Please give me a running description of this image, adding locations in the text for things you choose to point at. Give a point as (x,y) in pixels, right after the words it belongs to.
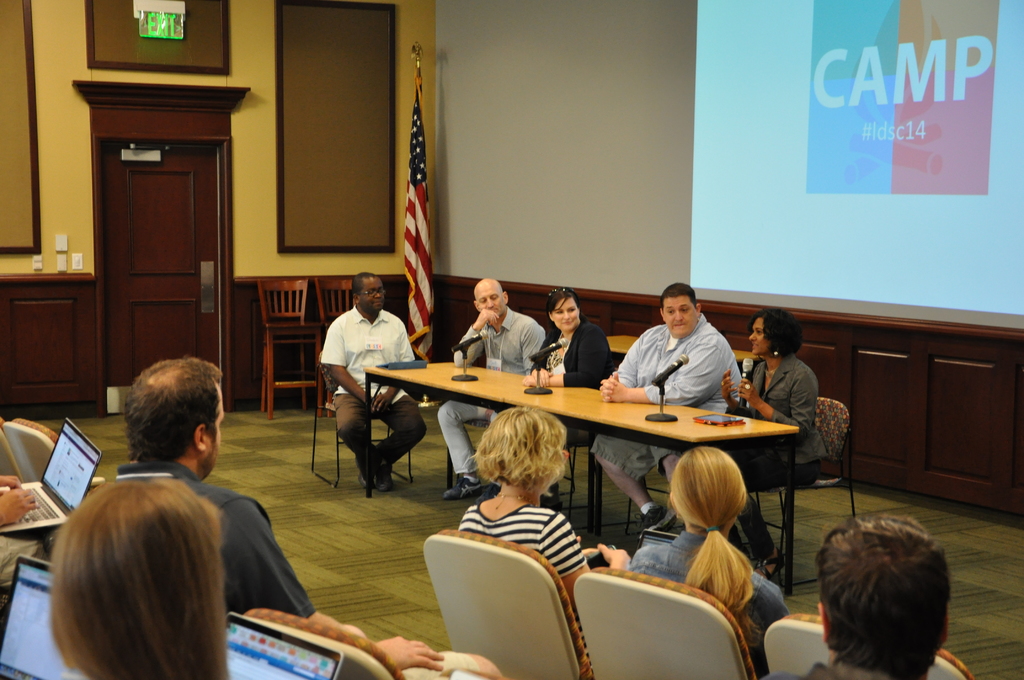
people (175,591) are sitting on the chairs (359,668). at the left (67,610) people (65,601) are operating laptops (258,663). at the front of them there is a table (446,371) on which microphones (456,346) are present. people (689,388) are sitting on the chairs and a person (783,413) at the right (773,403) is speaking while holding a microphone (750,376) in her hand (754,388). behind them there is a flag (414,196) and a screen (875,160) on which camp is written.
